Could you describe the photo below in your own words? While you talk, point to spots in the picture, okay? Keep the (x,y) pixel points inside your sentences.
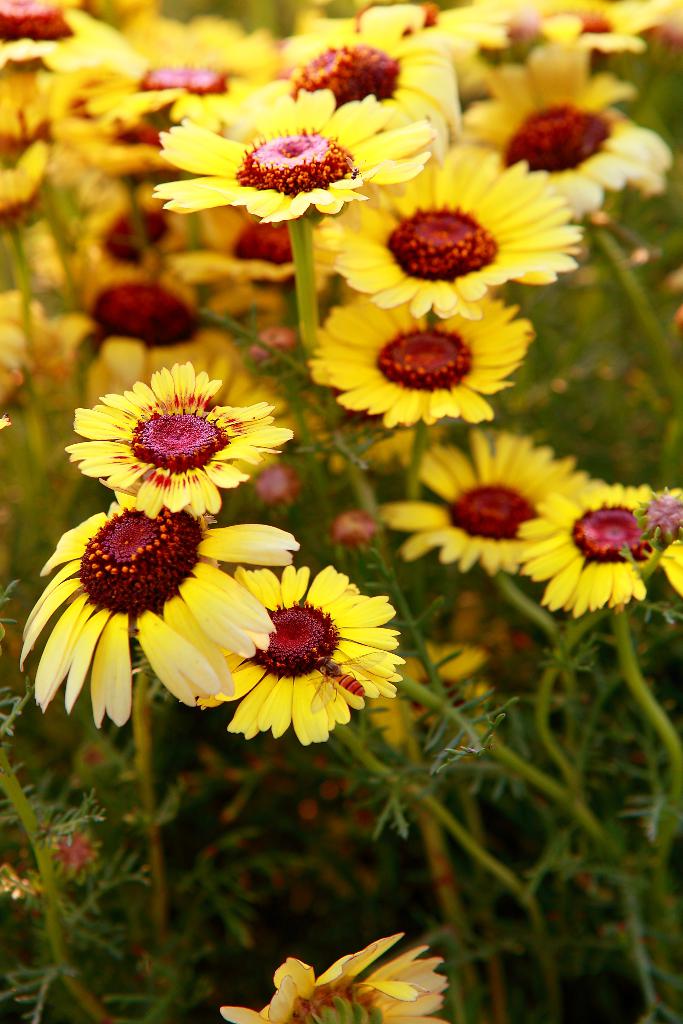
In this picture I can see few flowers (361,513) and plants (481,723).
